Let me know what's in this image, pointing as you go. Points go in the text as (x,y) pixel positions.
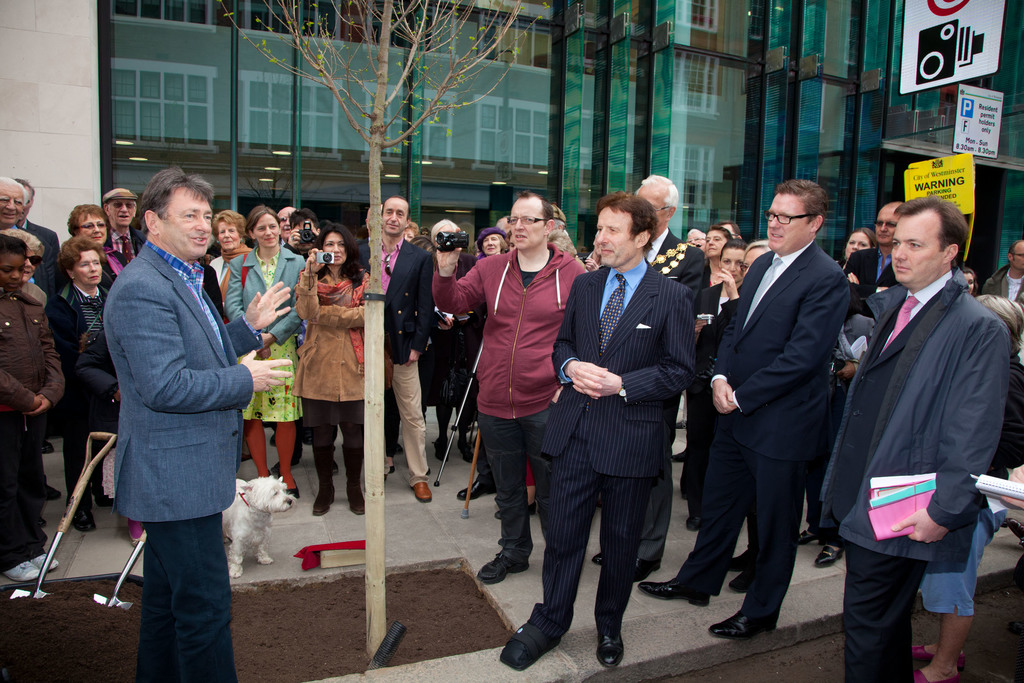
This picture shows a building (435,55) and we see people (184,178) standing and a woman (319,264) holding a camera (328,255) in her hand (316,260) and we see a dog (235,554) and a tree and we see a man (867,402) standing and holding papers (926,497) in his hand (933,533) and we see another man (467,302) standing, He wore spectacles (529,221) on his face (543,232) and holding a video camera (466,247) in his hand (449,253) and recording the video and we see another man (298,243) holding camera (314,232) in his hand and taking pictures and we see couple of sign boards (980,124) on the sidewalk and couple of digging instruments (113,603) and we see a man (128,204) wore a cap (118,188) on his head (128,218).
